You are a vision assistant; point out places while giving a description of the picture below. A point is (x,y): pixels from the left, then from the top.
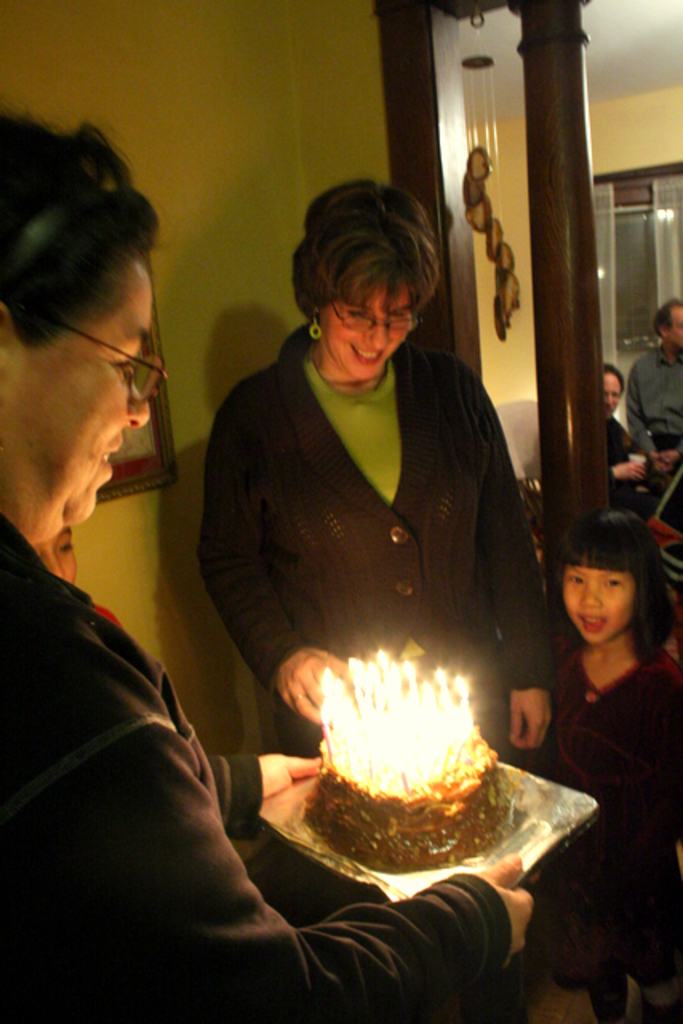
These people (247,600) are standing and this person (191,921) holding plate (323,855) with cake (347,816) and candles (395,752). We can see frame (157,472) on a wall (315,173). Background (645,514) we can see people (677,319), window (629,340) and curtains (615,258).
